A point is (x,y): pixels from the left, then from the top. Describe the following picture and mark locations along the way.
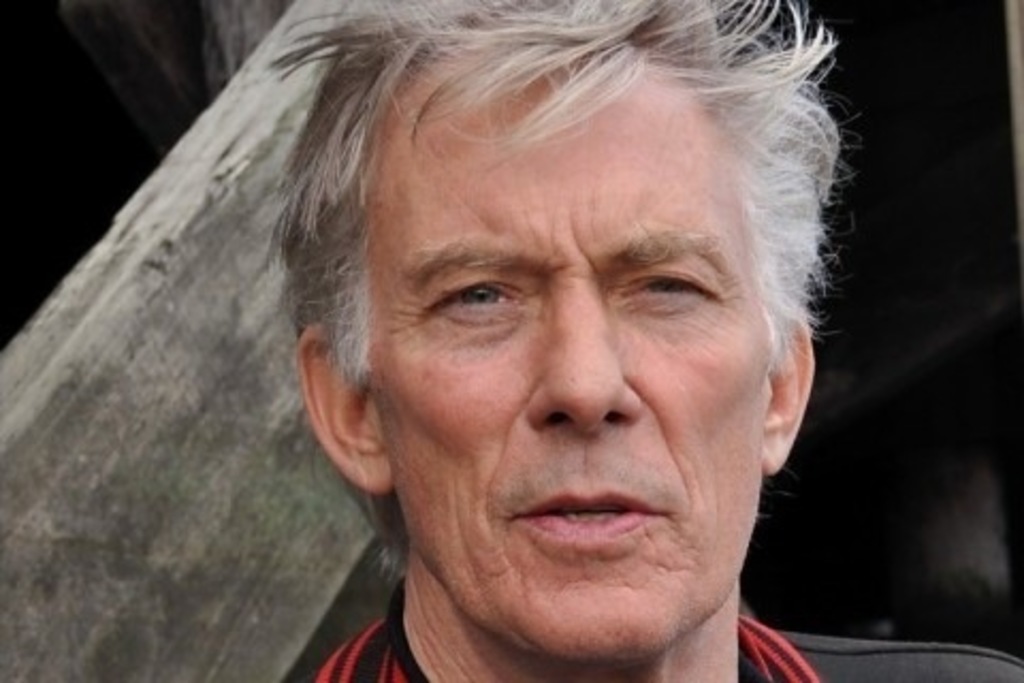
In this image, I can see the face (437,559) of a man (645,492). On the left of the image (179,492), It looks like a pillar (161,352). There is a dark background (121,146).
